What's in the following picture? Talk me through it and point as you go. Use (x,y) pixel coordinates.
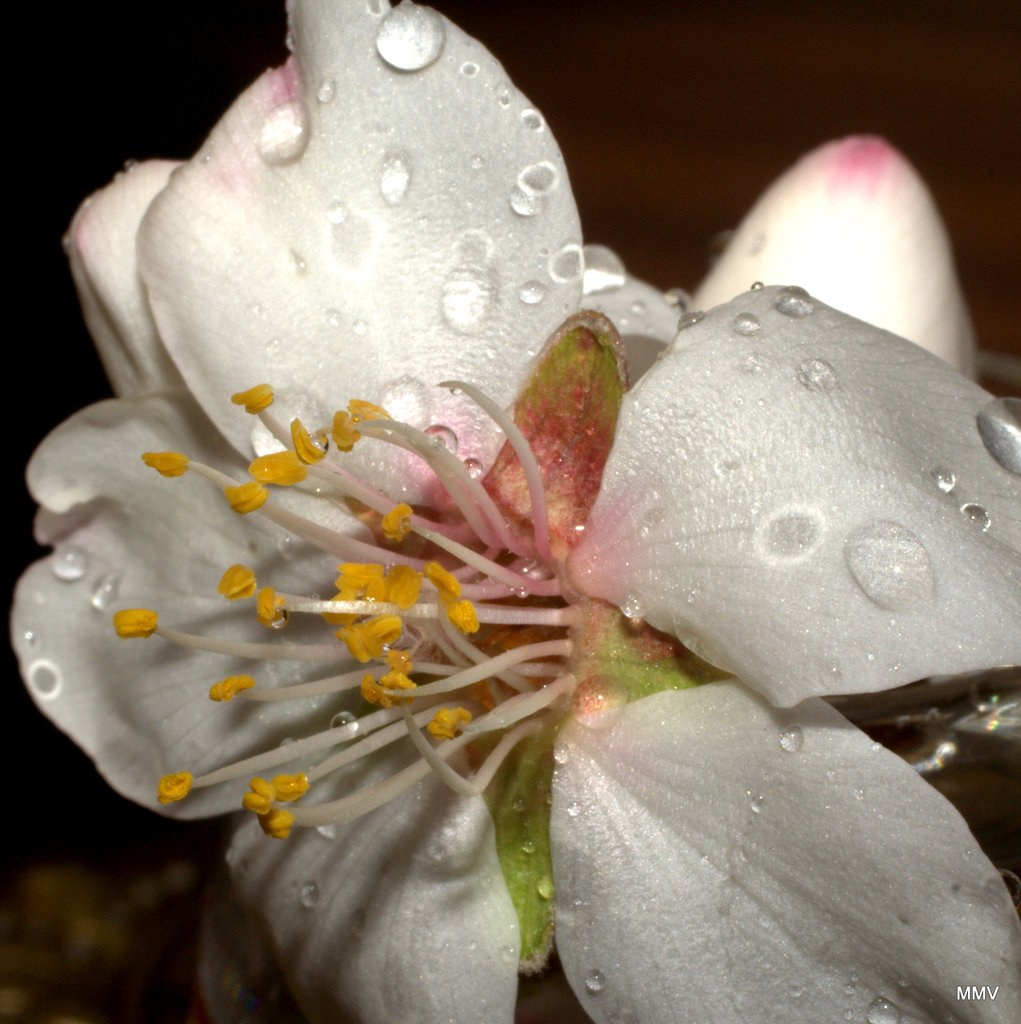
In this picture we can see a flower (404,553). Behind the flower (215,546), there is the dark background (814,115). On the image, there is a watermark (970,990).
